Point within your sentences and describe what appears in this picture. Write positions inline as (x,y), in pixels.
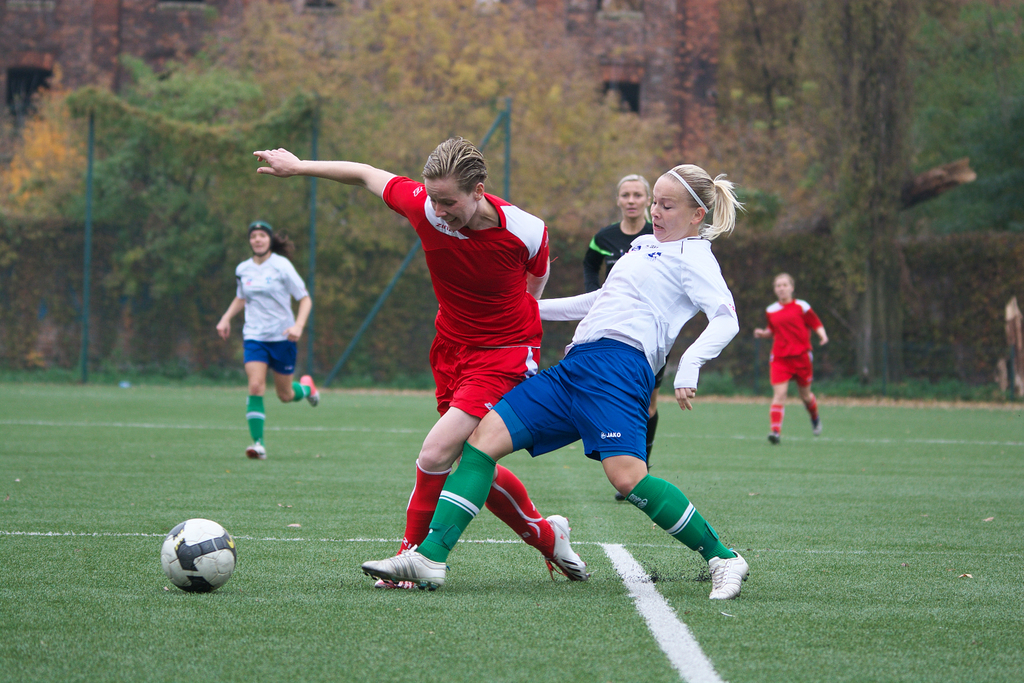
In this picture we can see a ball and a group of people (298,329) running on the ground (880,553), fence (313,209) and in the background (373,201) we can see trees (909,105).
